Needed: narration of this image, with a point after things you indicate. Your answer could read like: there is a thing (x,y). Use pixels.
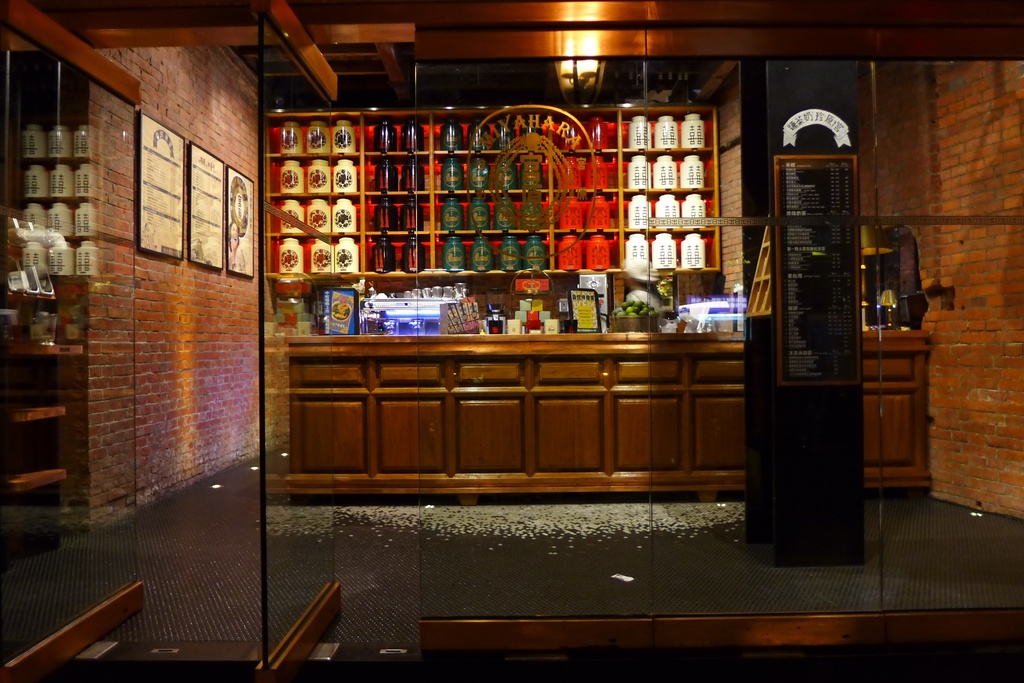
In the image in the center (600,421) we can see glass (470,517). Through glass (437,520), we can see one pillar (790,497), sign board (793,274) and table (510,428). On the table (539,348), we can see baskets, fruits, glasses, banners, racks (433,252), jars (452,252), containers (593,241) and few other objects (711,305). In the background (191,91) there is a brick wall (223,319), roof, light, photo frames (178,215) and few other objects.
